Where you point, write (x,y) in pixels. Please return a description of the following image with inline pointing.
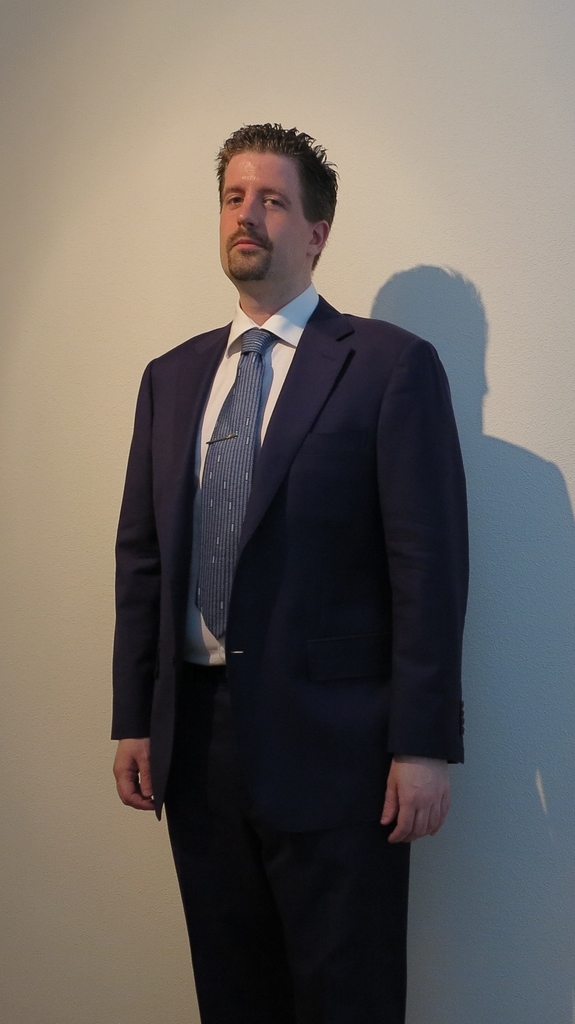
There is a man (321,501) standing in the foreground area of the image (280,560), there is wall (435,249) on, which his shadow (403,282) in the background (417,258).
